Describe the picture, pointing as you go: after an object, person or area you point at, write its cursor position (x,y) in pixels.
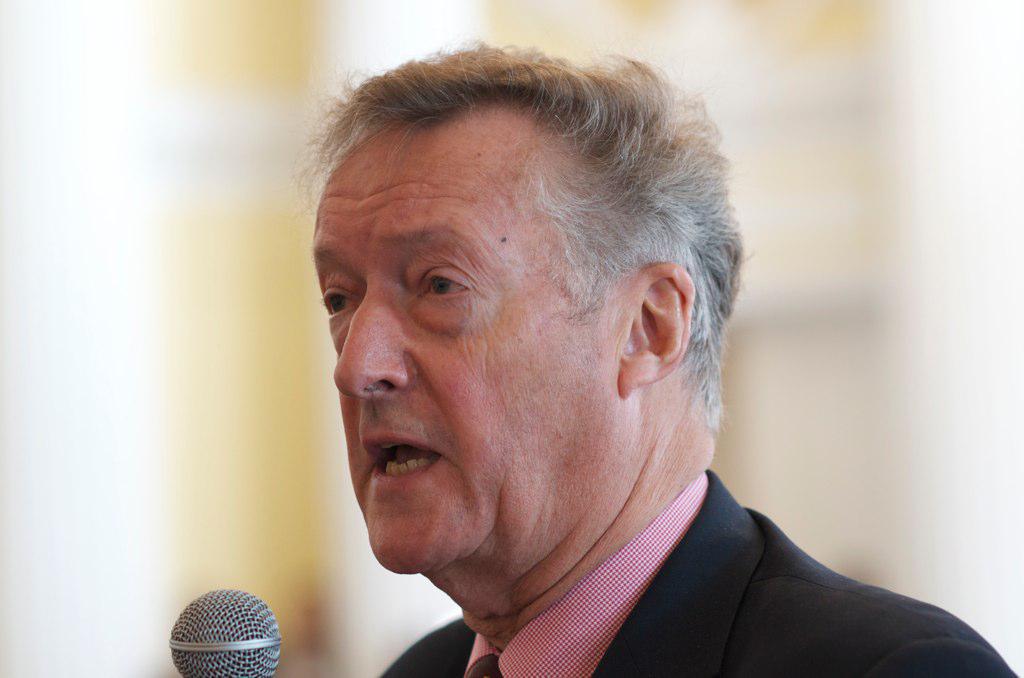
In this image in the front (482,457) there is a person (518,467) speaking in front of the mic (257,600) and the background (61,566) is blurry.
